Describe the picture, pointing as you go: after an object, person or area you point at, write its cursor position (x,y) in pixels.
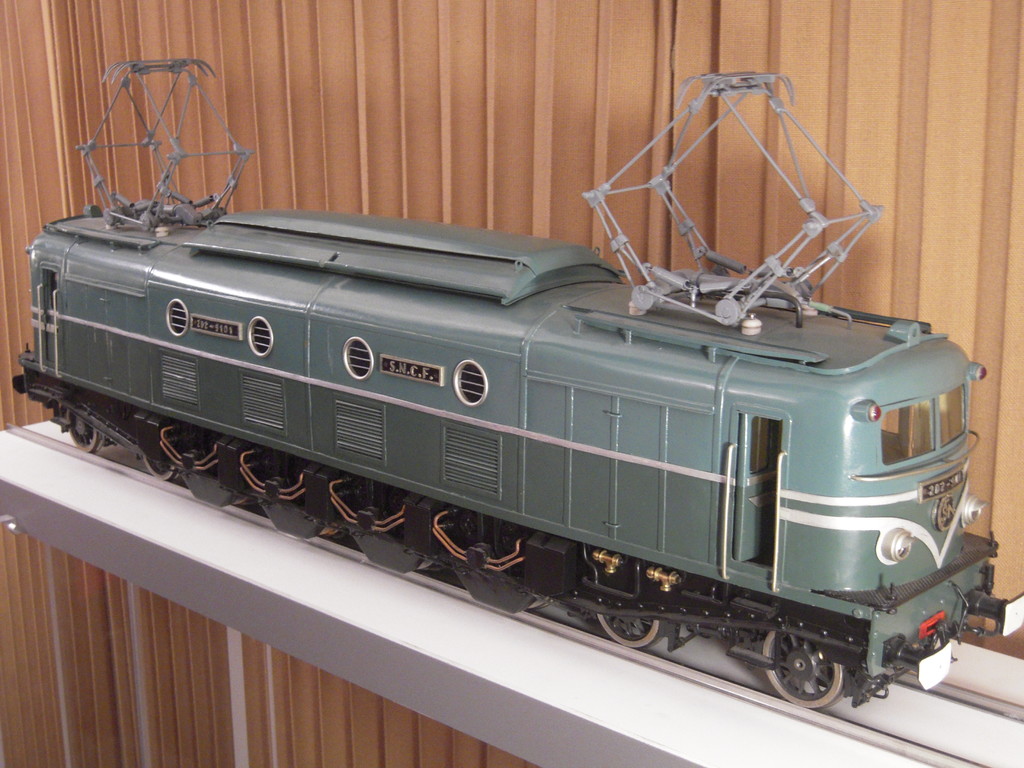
In this picture we can see a green miniature train (484,550) placed on the white table (486,612). Behind there is a brown curtain (504,215).
